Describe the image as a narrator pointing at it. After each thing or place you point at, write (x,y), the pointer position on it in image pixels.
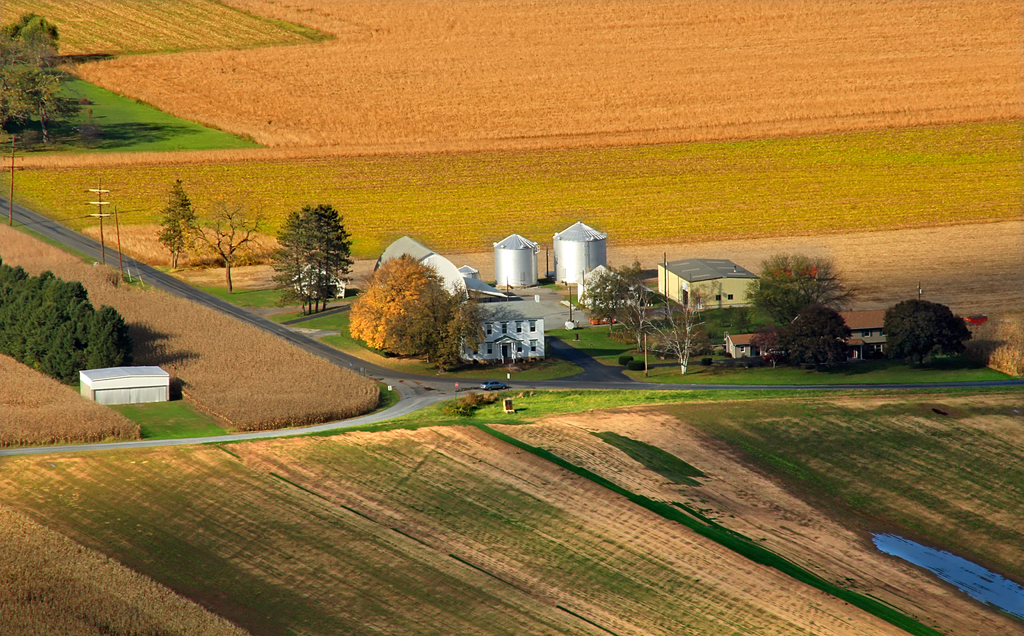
In this image I can see an open land (506,464). There are few trees (52,358). There is some grass (565,544) on the land (711,529). I can see few buildings (514,312).
